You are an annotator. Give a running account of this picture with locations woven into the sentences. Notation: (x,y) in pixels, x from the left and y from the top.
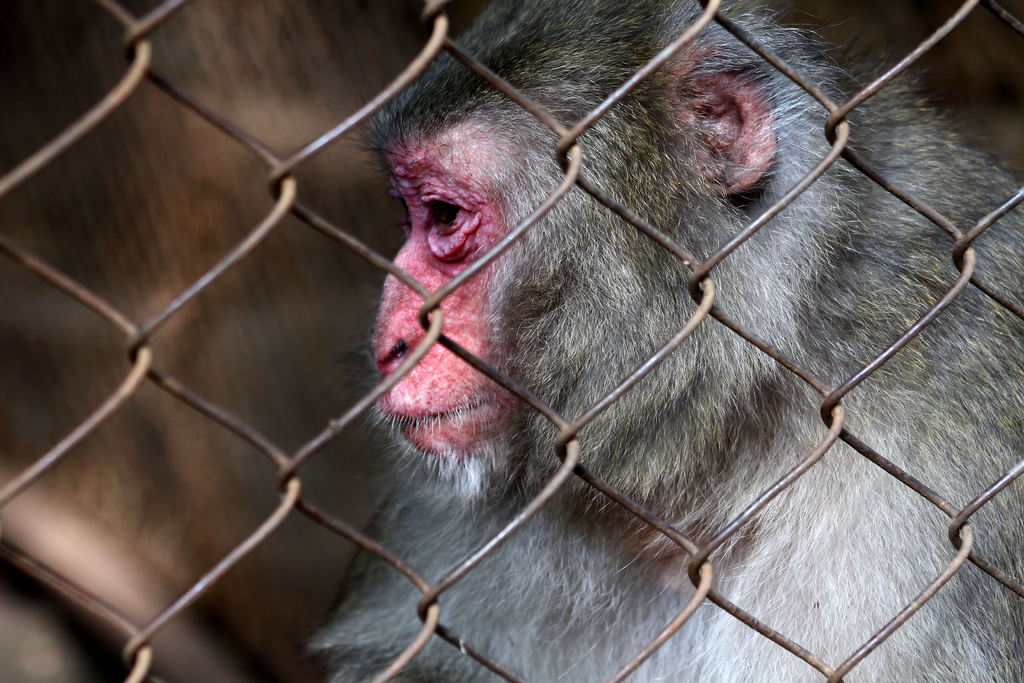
In this image in front there is a mesh (616,529). Behind the mesh (308,211) there's a monkey (834,503).
